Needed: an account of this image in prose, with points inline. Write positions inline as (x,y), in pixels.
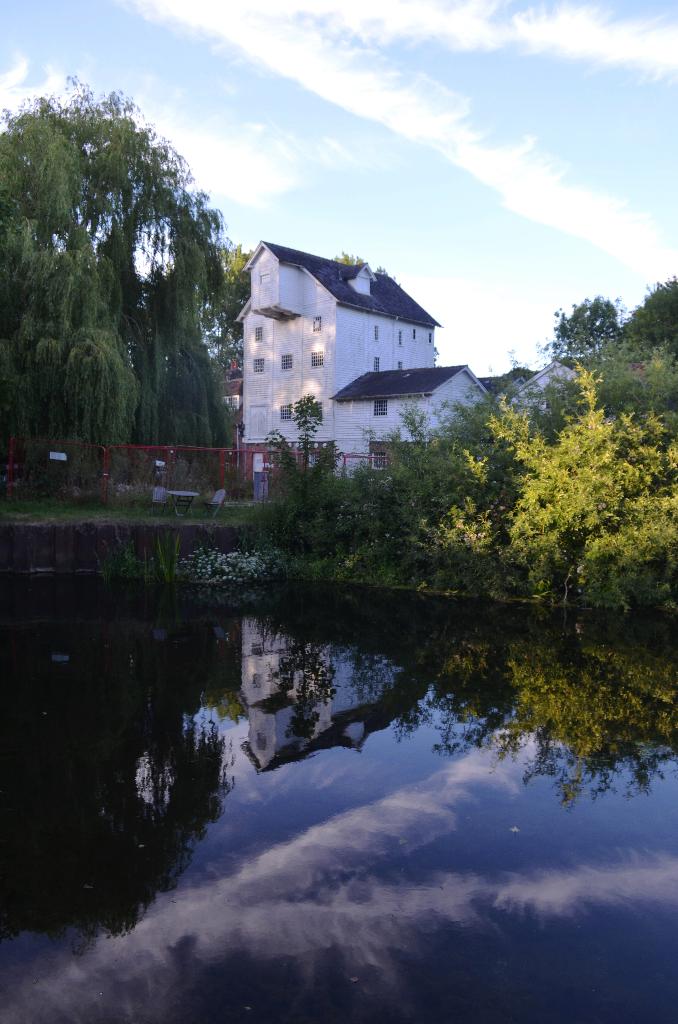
In this image at the bottom (467,688) there is one pond (316,801) and in the background (289,507) there are some houses (296,413) trees (653,400) and fence (108,450), and at the top of the image (371,134) there is sky (436,118).
